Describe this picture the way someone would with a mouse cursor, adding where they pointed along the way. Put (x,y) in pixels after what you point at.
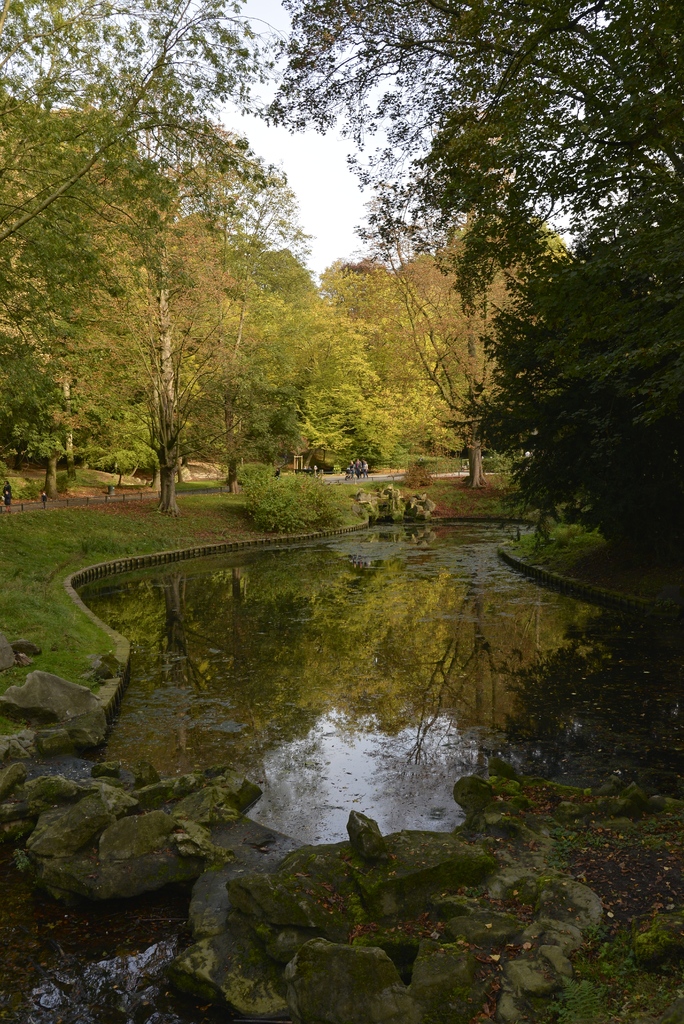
In this image there is the sky (387,116) towards the top of the image (297,136), there are trees (375,290), there are plants (428,463), there is grass (109,537) towards the left of the image (81,538), there is water (401,595), there are rocks (430,900) towards the bottom of the image (378,903).
